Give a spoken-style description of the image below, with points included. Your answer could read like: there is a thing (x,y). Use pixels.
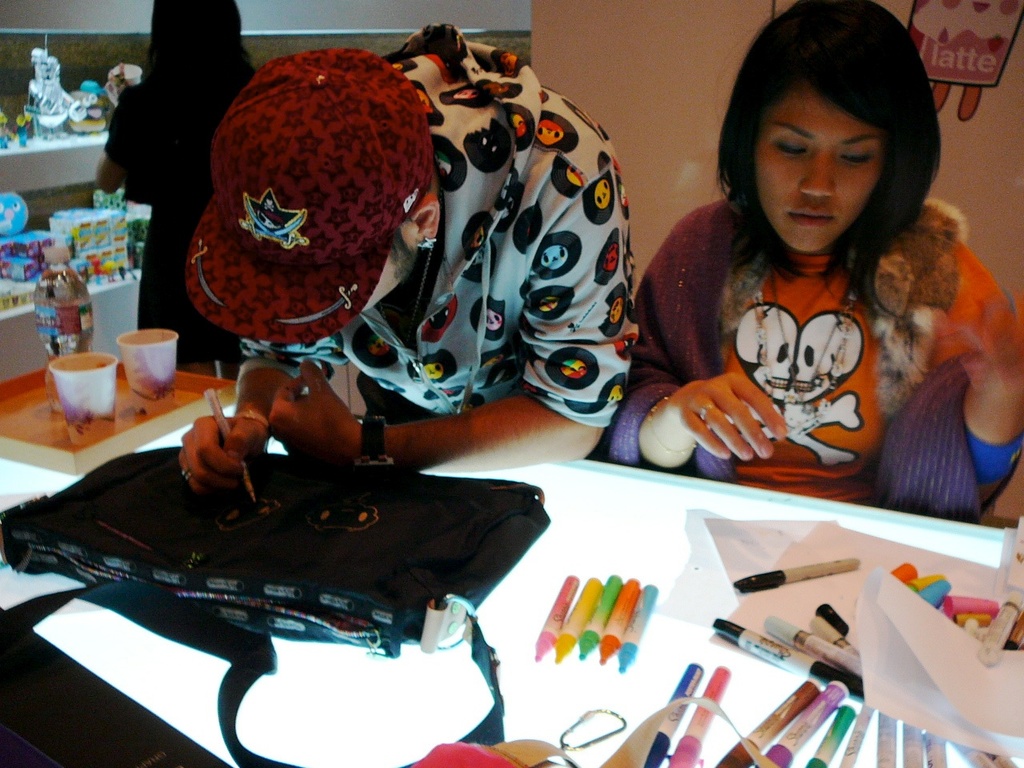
In this picture we can see one person (556,260) holding pen (217,405) in his hand (215,445) and painting on bag (354,541) and beside to him woman (891,167) sitting and looking at markers (787,705) and sketches (652,599) placed on a table (550,614) and in background (180,100) we can see some person (176,110) standing and looking at racks (41,153) with full of toys (44,114) and here we can see two glasses (98,363) in tray (124,389).
